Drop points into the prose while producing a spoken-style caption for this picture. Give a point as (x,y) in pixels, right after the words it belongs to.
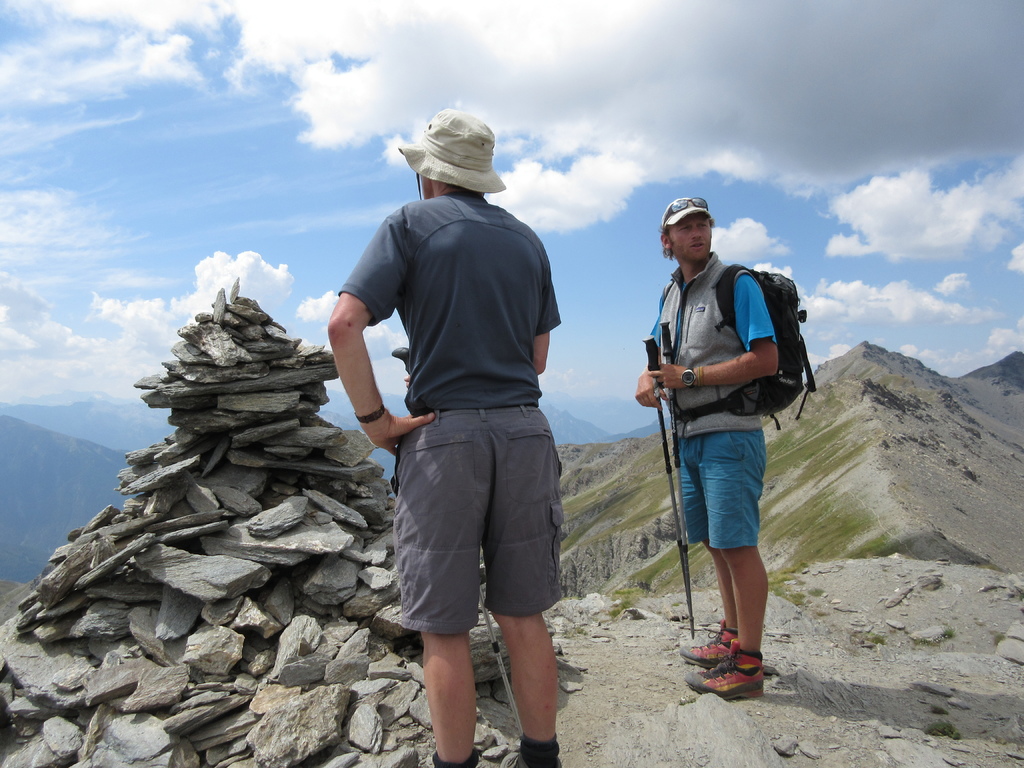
There are two persons (532,437) on the mountain (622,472), one guy (480,382) is looking over the sky (222,223) and other is looking back side, the person (745,336) who is looking back side carrying a backpack (747,404) and holding two sticks (671,394). At left of the image (181,470) there are number of stones (259,526) and right of the image (933,419) there is another mountain (885,389) and sky (585,123) is looking like sunny and clouds (707,167) are over here.
